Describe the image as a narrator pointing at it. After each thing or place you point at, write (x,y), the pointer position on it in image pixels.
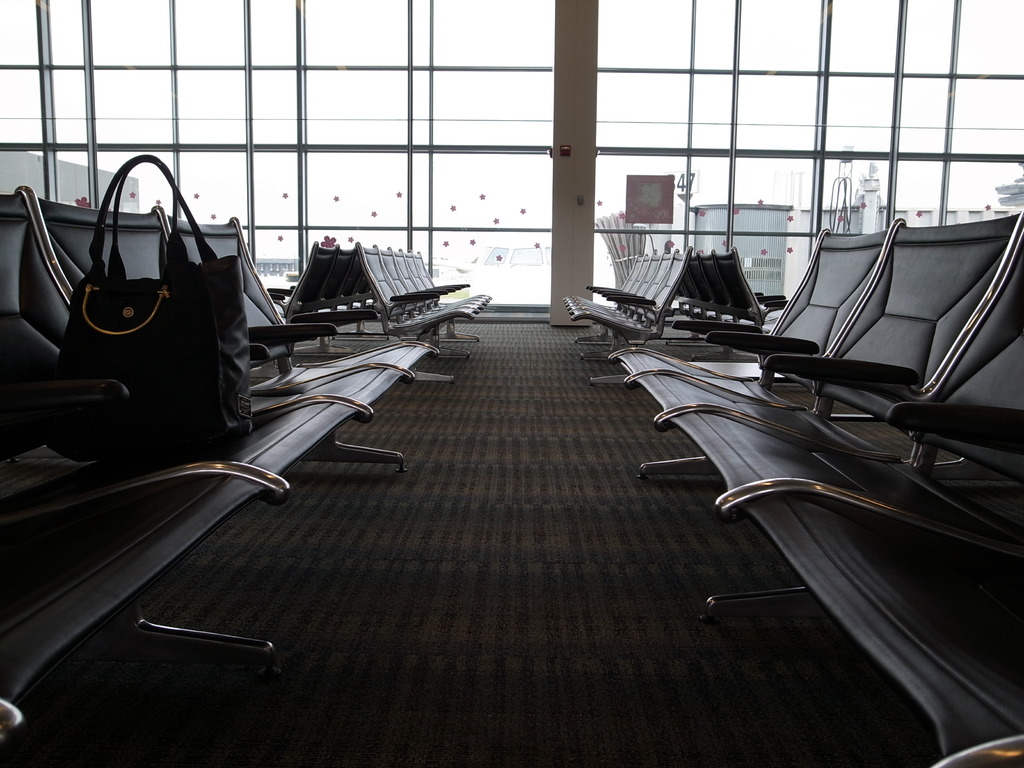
There is a handbag (162,306) on the chair (207,445) in the left (221,465) and these are the visitor chairs (861,471) at here in the middle (505,271) it's a glass window (514,292) and wall (498,322).
